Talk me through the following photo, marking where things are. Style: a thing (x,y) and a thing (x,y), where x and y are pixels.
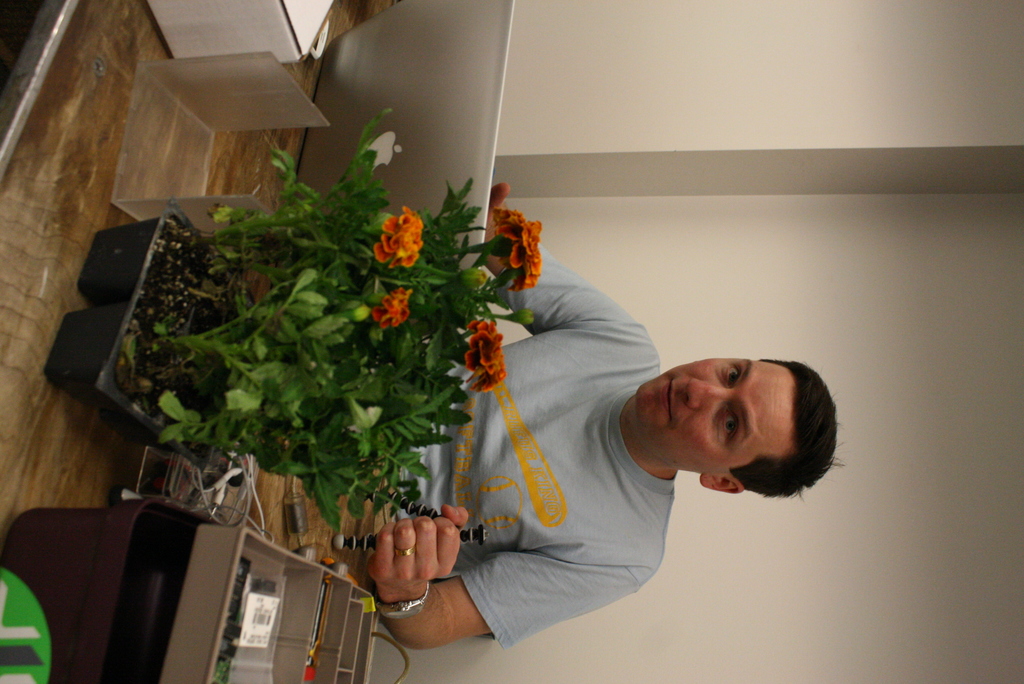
In this image on the left side (151,284) I can see a flower pot (118,280) kept on the table (16,321), on the flower pot (193,301) I can see plants (381,382), flowers (398,245) and I can see some baskets (188,486) kept on the table (50,475), in the middle (544,318) I can see a person (555,448) standing in front of the wall (727,578).
